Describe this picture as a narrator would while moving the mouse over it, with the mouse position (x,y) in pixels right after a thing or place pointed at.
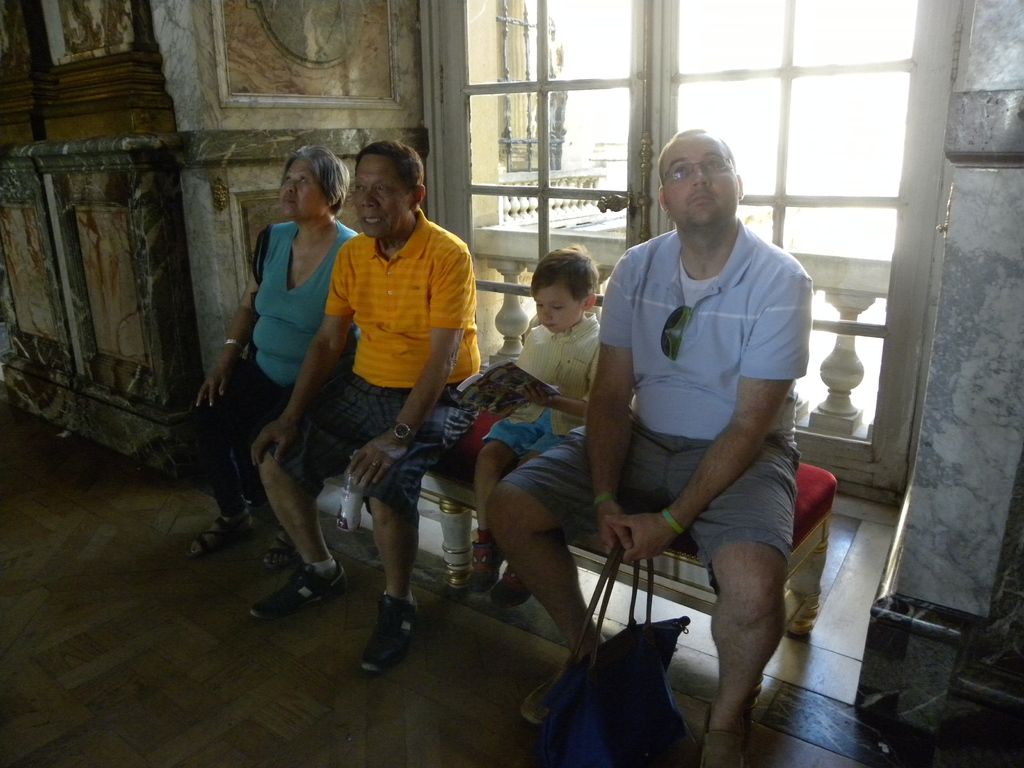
In this image we can see a group of people (661,490) sitting on a bench (588,536). In that a man (546,530) is holding a bag (632,666) and a child (516,462) is holding a book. We can also see the railing (610,256), window (819,393) and a wall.
